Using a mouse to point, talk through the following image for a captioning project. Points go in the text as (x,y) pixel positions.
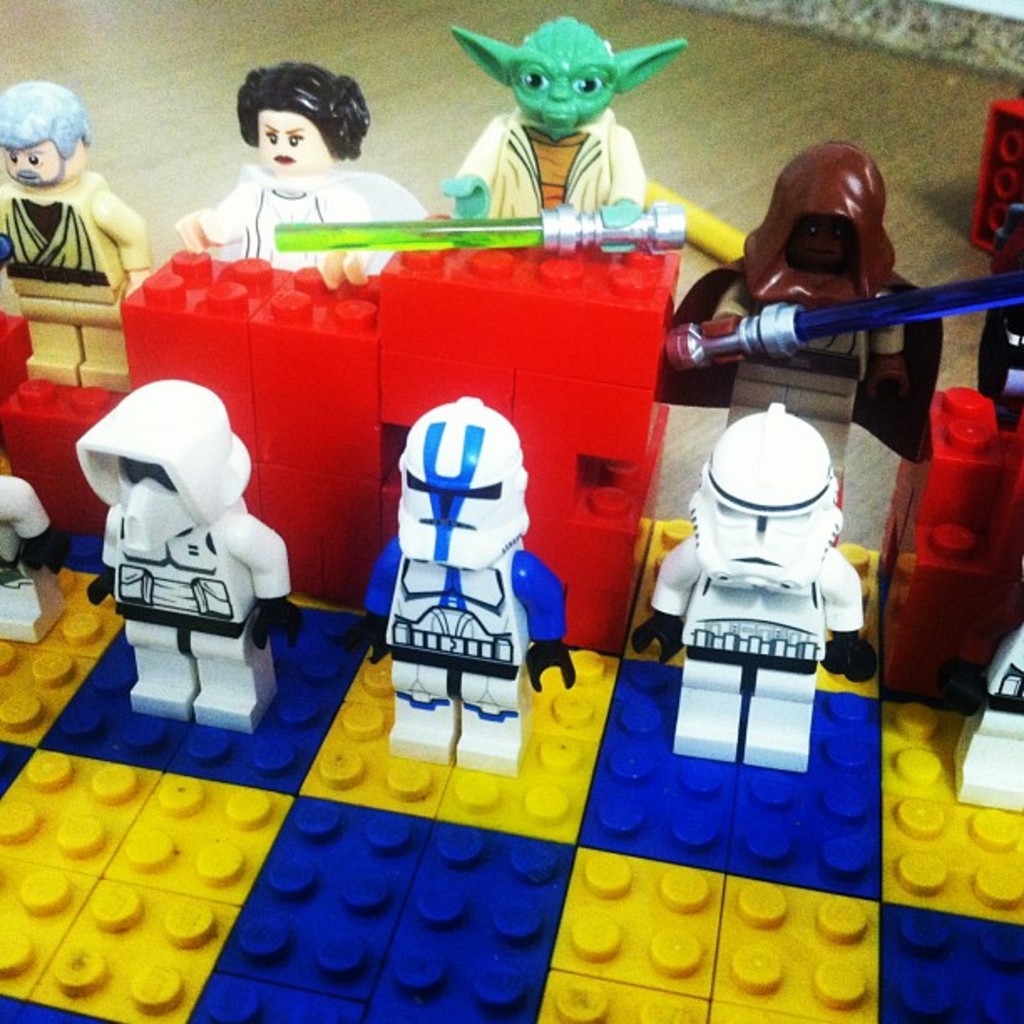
In this picture we can see LEGO toys (358,763) in the front (831,562), it looks like floor (771,99) at the bottom (899,929).
